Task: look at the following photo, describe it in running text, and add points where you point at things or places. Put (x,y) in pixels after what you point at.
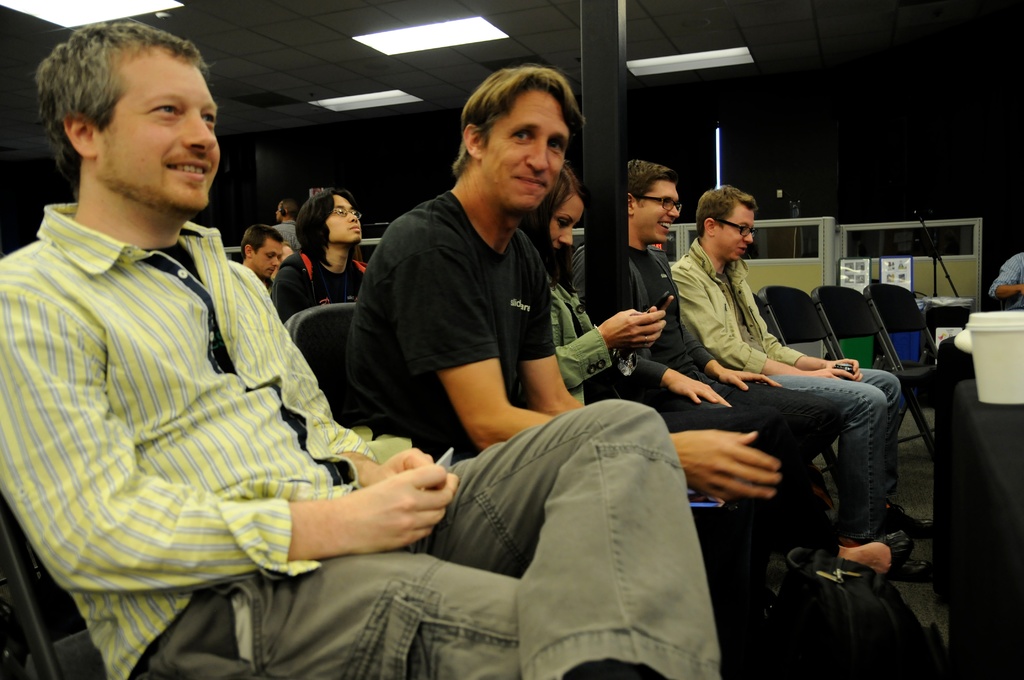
There are people (455,279) sitting in the foreground area of the image (680,293), there are lamps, other objects (810,236) and chairs (788,299) in the background (957,283).
